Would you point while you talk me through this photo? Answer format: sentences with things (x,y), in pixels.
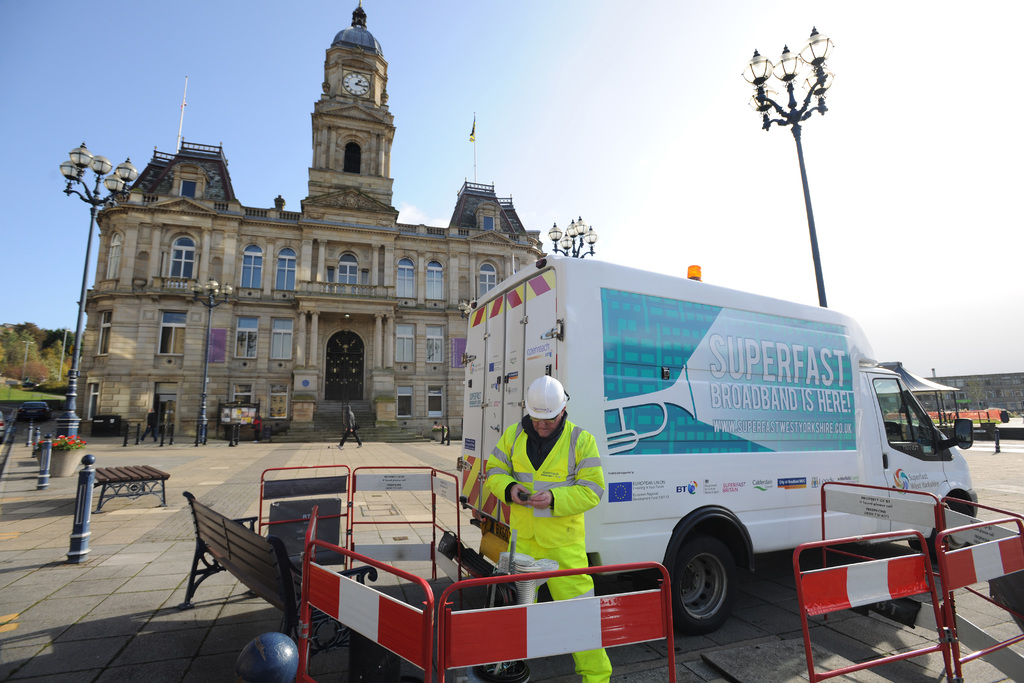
In this picture we can see a vehicle (731,470) and a person (591,470) standing on the road (408,446), benches (135,491), poles (89,479), fence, trees (62,340), building (138,350) with windows (286,259), some persons (348,421) walking and in the background (611,168) we can see the sky (575,163).
